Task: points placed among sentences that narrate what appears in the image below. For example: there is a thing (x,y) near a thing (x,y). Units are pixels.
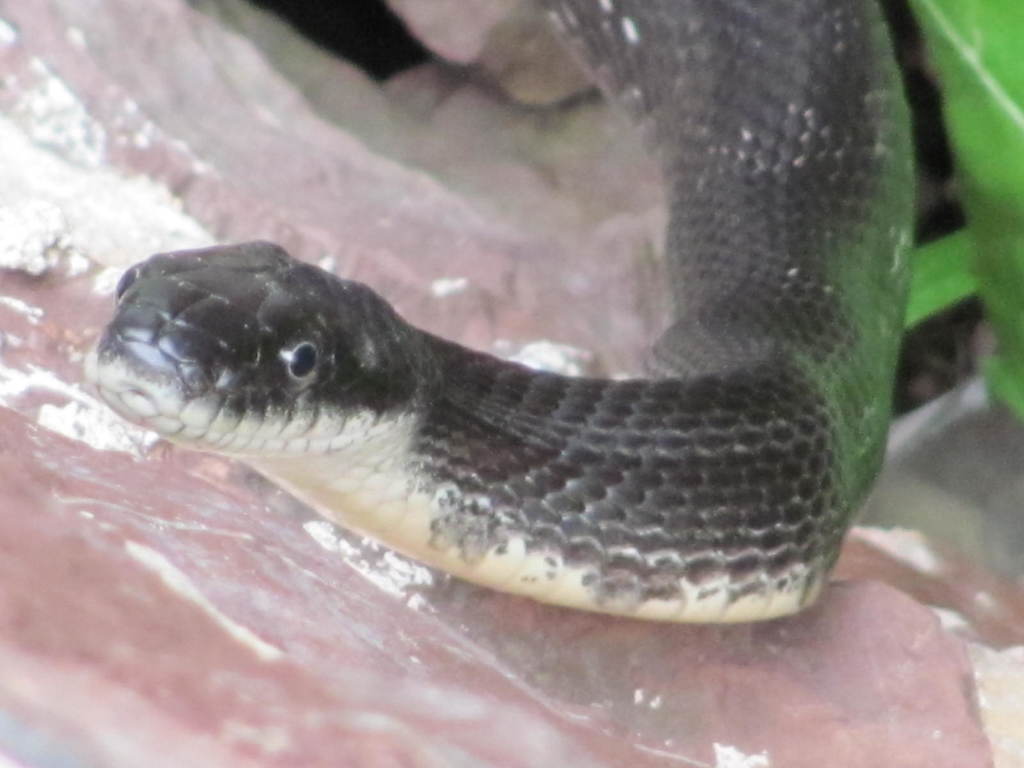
In this picture we can see a black snake (750,379) and in the background (193,222) we can see a rock (426,148).
